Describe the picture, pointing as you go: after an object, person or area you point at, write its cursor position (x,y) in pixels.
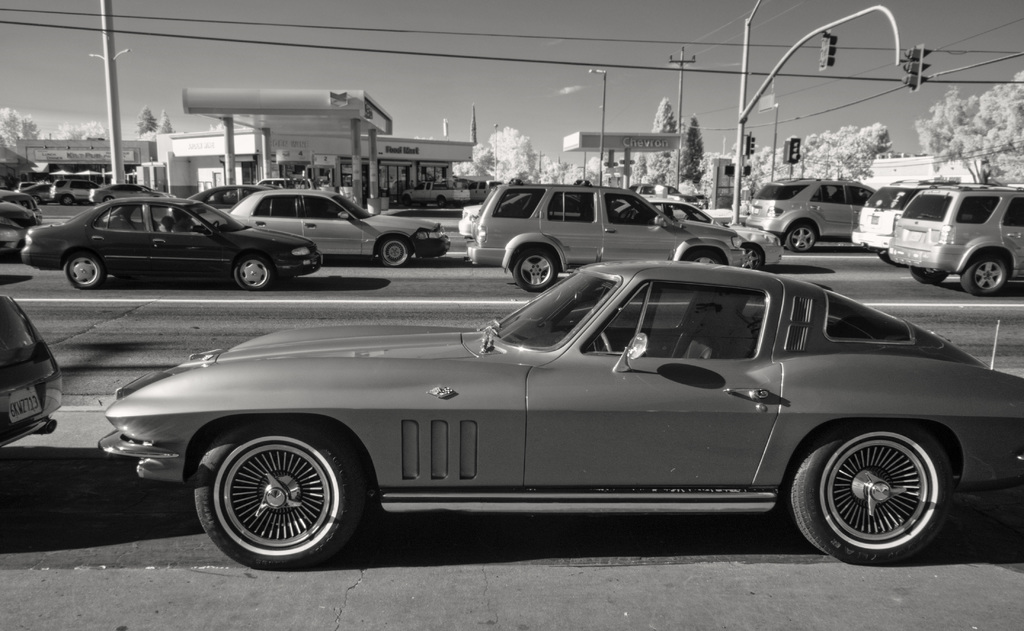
This is black and white picture, we can see cars (939,518) on the road (512,533) and we can see traffic signals (748,137) on poles (781,60) and wires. Background (701,114) we can see building (76,164), trees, poles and sky (357,59).
